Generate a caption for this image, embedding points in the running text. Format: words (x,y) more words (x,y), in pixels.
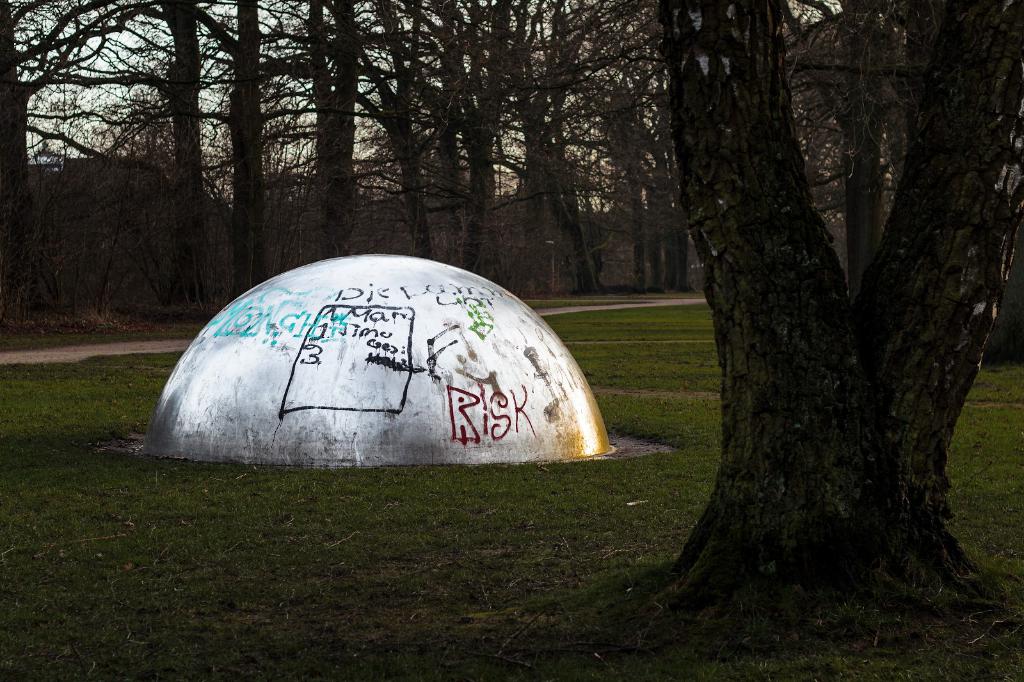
In this image we can see a metal dome (270,430) on which we can see some text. Here we can see the grass (534,582), trees (526,225) and the sky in the background (292,175).
